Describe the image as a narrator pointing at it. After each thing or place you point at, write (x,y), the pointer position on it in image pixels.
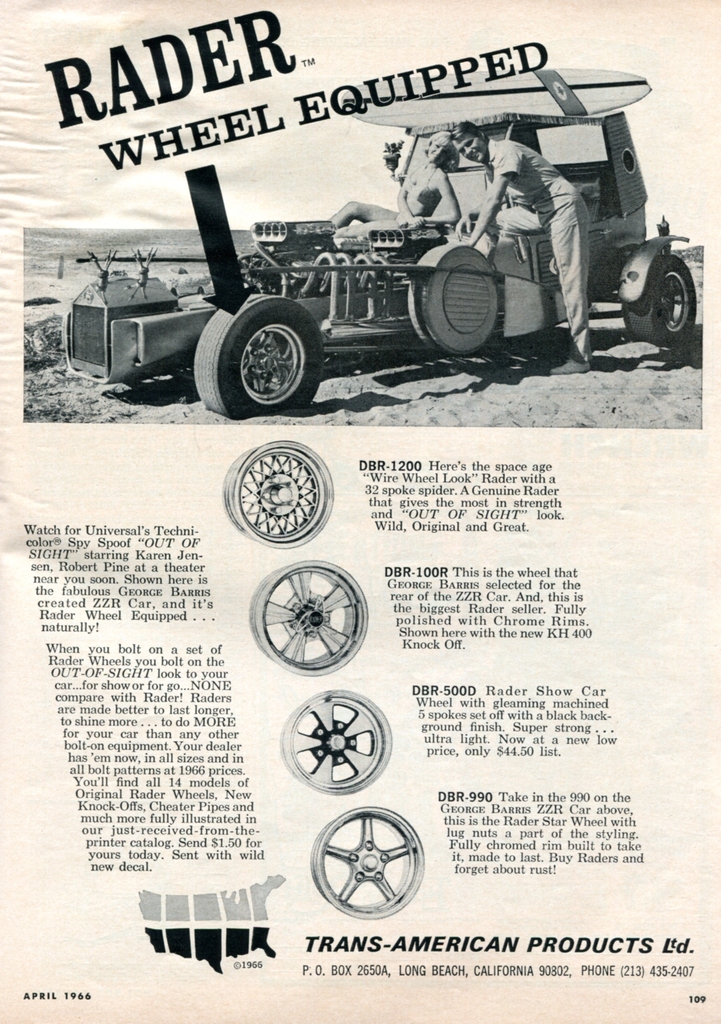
In this picture we can see a man (515,218), woman (430,144) and a vehicle (196,360). There are wheels (394,895), some text (180,45) and numbers (630,967).
